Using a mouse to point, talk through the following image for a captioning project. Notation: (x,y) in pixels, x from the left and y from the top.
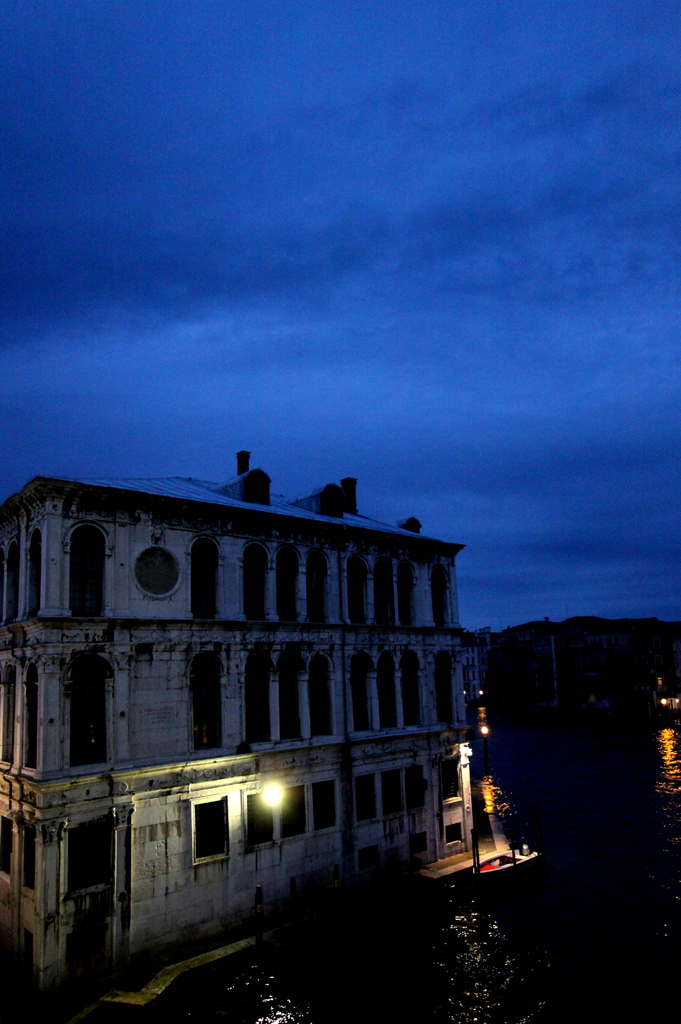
In this image, we can see a building (269,839). We can see some poles (474,861), lights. We can also see some water (591,857) and some objects (663,671) on the right (680,874). We can also see the sky (567,249).
